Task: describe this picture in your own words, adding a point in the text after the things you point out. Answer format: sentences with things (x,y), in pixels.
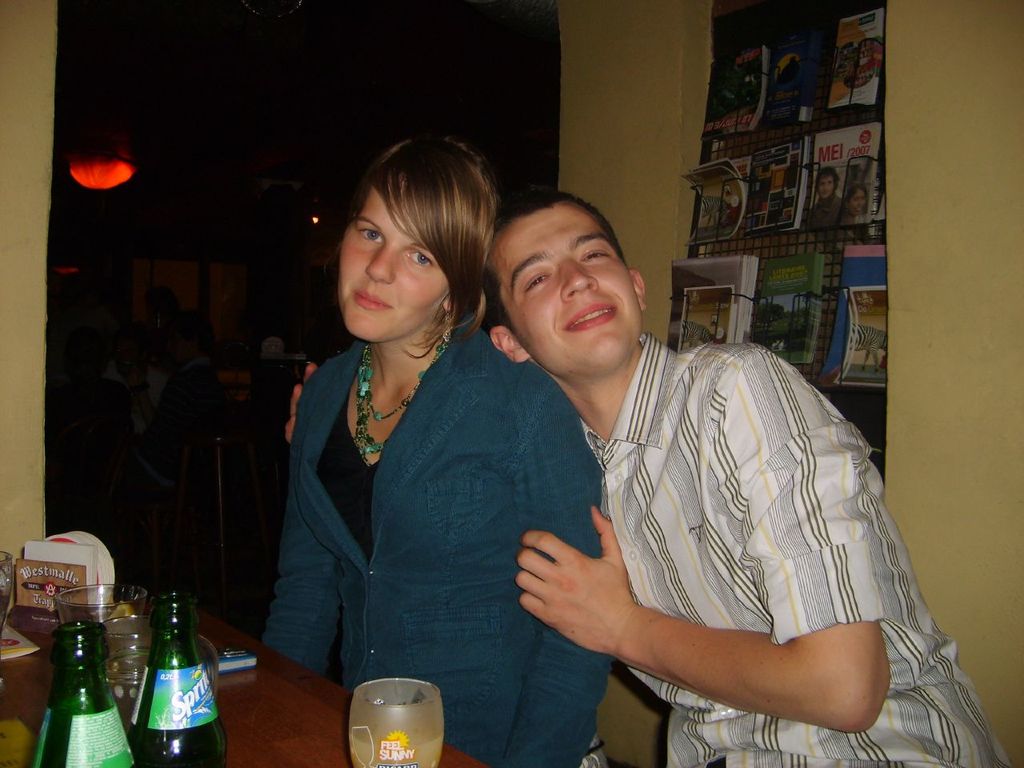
In this Image I can see two persons (493,484), background (976,223) can see a wall (948,203) and there is a magazine rack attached to the wall (680,211), in front of the person (677,543) there is a table (269,701), on the table (272,721) bottle (174,675). glass (116,618) kept on the table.
